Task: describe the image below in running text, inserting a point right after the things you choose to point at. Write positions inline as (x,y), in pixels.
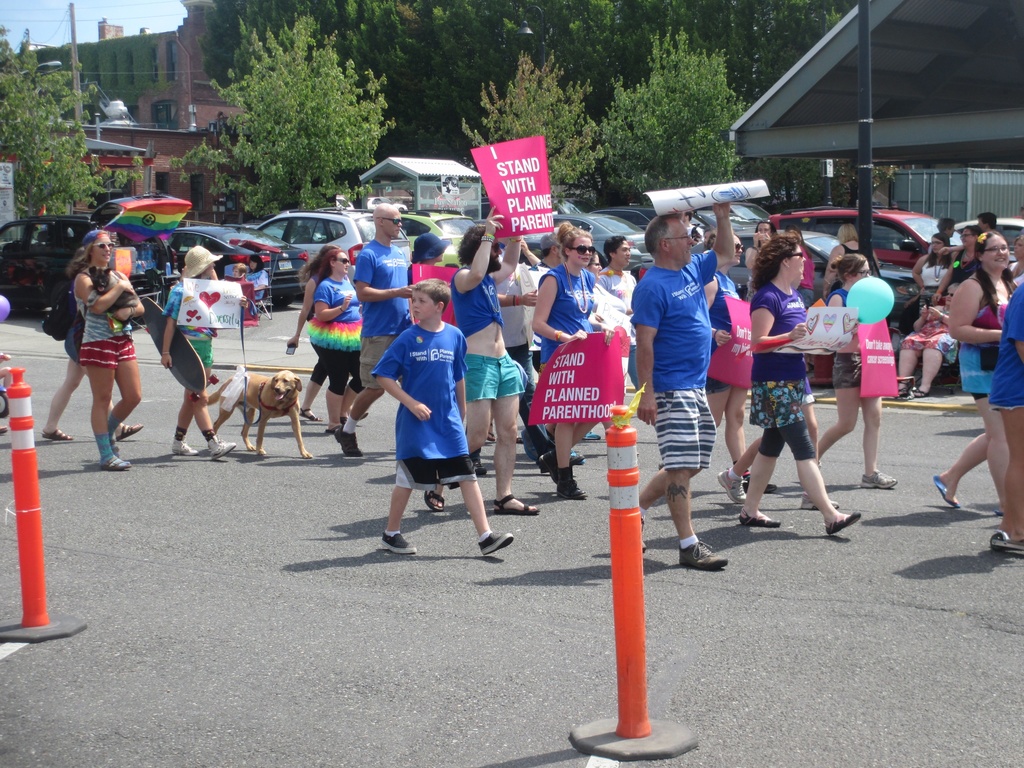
In the image we can see there are people (676,430) walking, sitting and some of them are standing, they are wearing clothes (523,315) and some of them are wearing shoes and goggles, they are holding posters (561,373) in their hands (531,296) and we can see the text (574,382) on the posters (597,389). Here we can see dog (269,414), poles (38,485), trees (338,83) and the sky (34,13). We can see the road (220,596), building (165,130) and there are vehicles (40,253).
